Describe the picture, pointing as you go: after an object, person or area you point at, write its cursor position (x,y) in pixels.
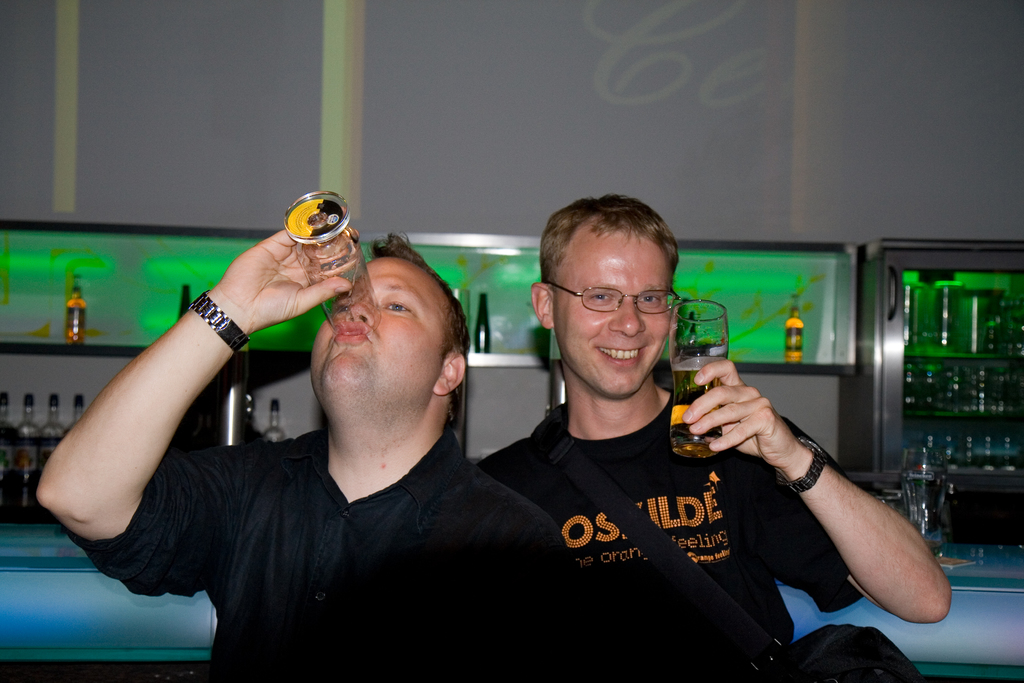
In the center (621,296) we can see two persons (329,370) were standing. The left man (416,404) he is holding glass (313,246) and the right person (698,429) he is also holding glass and back pack (851,641). In the background (359,118) we can see fridge (924,342) with water bottles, wall (260,198), shelf (49,278), table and few wine bottles (186,309).
